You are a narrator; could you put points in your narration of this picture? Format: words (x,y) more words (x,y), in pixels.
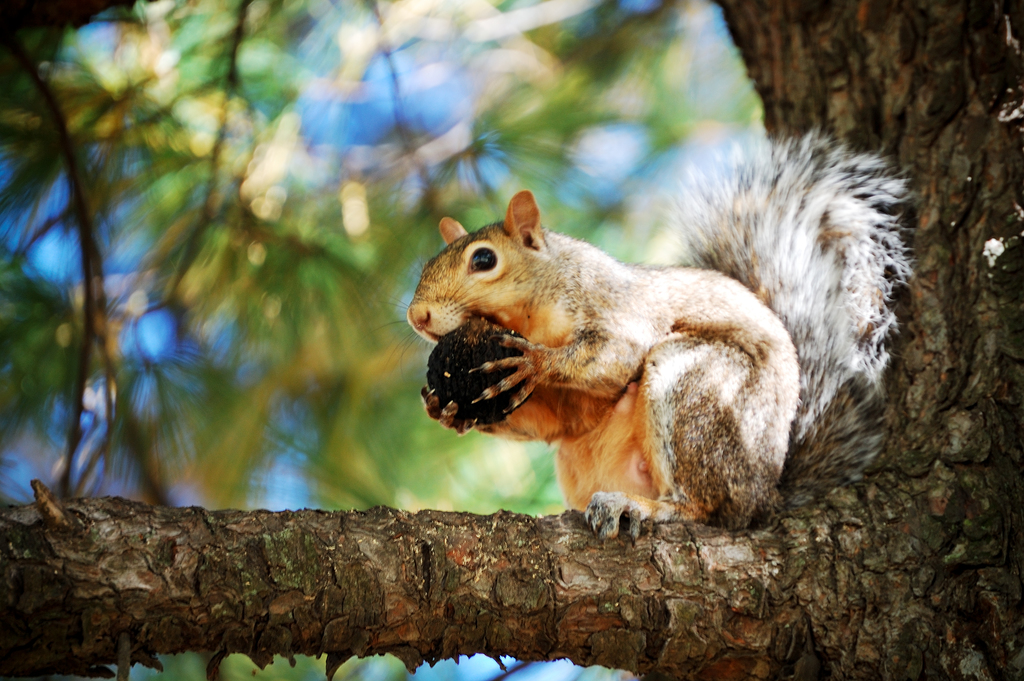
In the picture I can see a squirrel (600,346) is holding a nut (496,371) and sitting on a branch (699,607) of a tree (599,613). The background of the image (262,254) is blurred.
